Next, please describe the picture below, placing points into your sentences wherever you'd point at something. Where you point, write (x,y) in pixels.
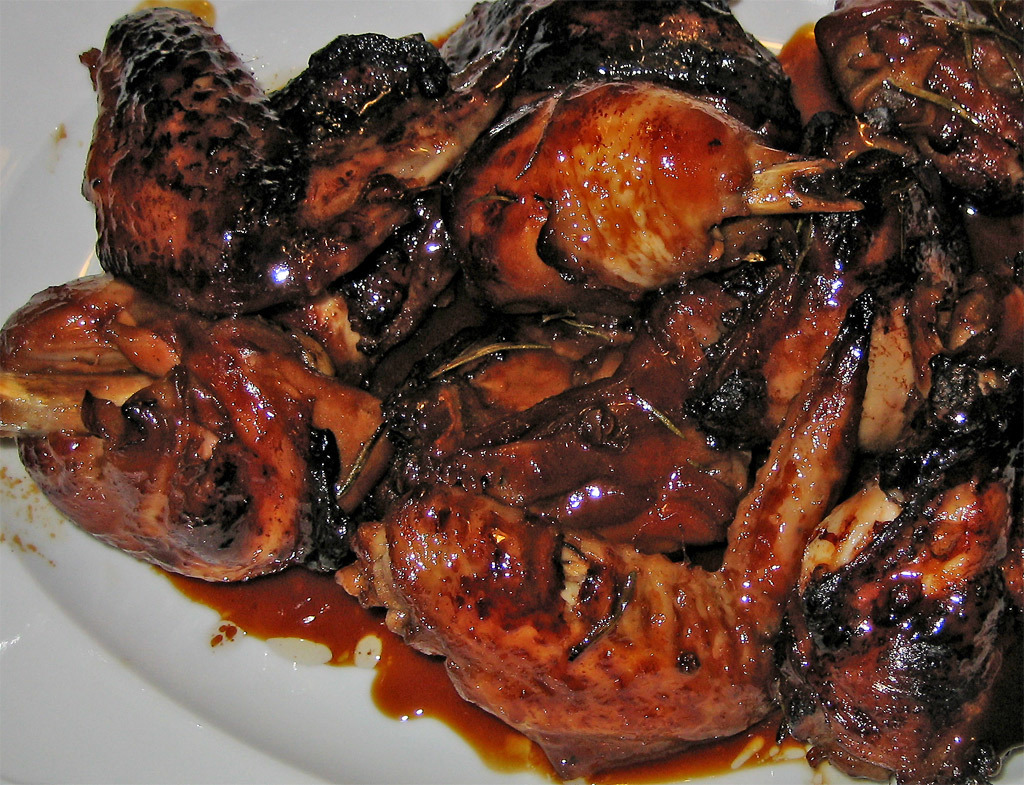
In this image there is a plate (9,584), in that plate (0,240) there is a food item (405,282).
